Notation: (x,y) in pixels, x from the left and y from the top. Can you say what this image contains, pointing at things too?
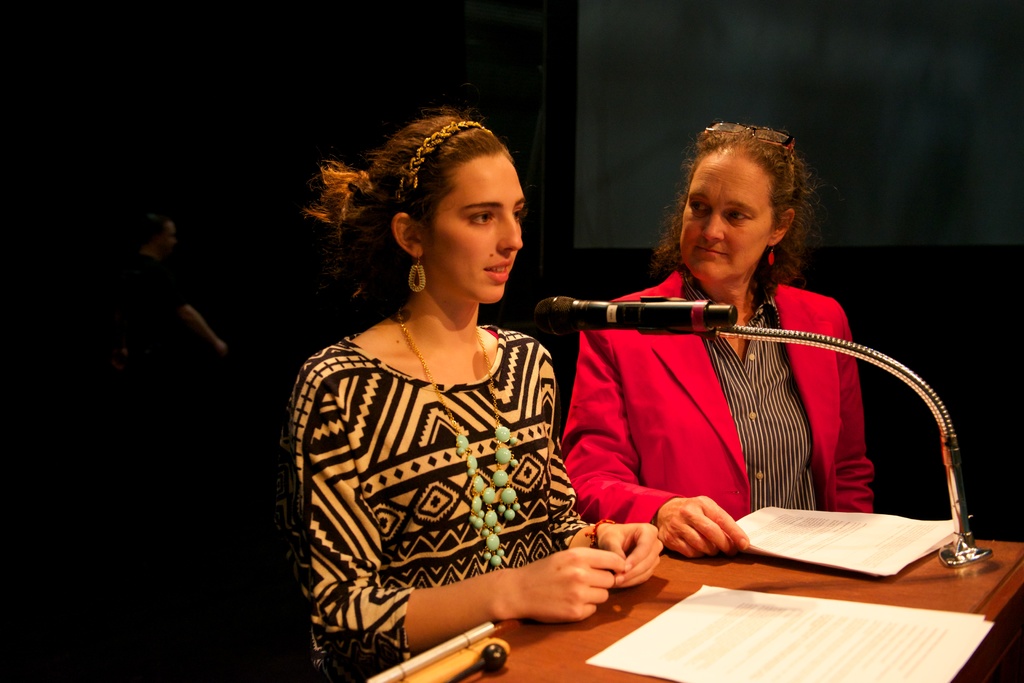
In the picture I can see a woman (344,520) standing in front of a wooden podium (539,635). I can see the papers (707,659) on the wooden podium (667,595). There is another woman (767,179) on the right side (696,473) is wearing a red color suit (809,405). I can see a man (122,280) on the left side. I can see the screen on the top right side (893,115).
